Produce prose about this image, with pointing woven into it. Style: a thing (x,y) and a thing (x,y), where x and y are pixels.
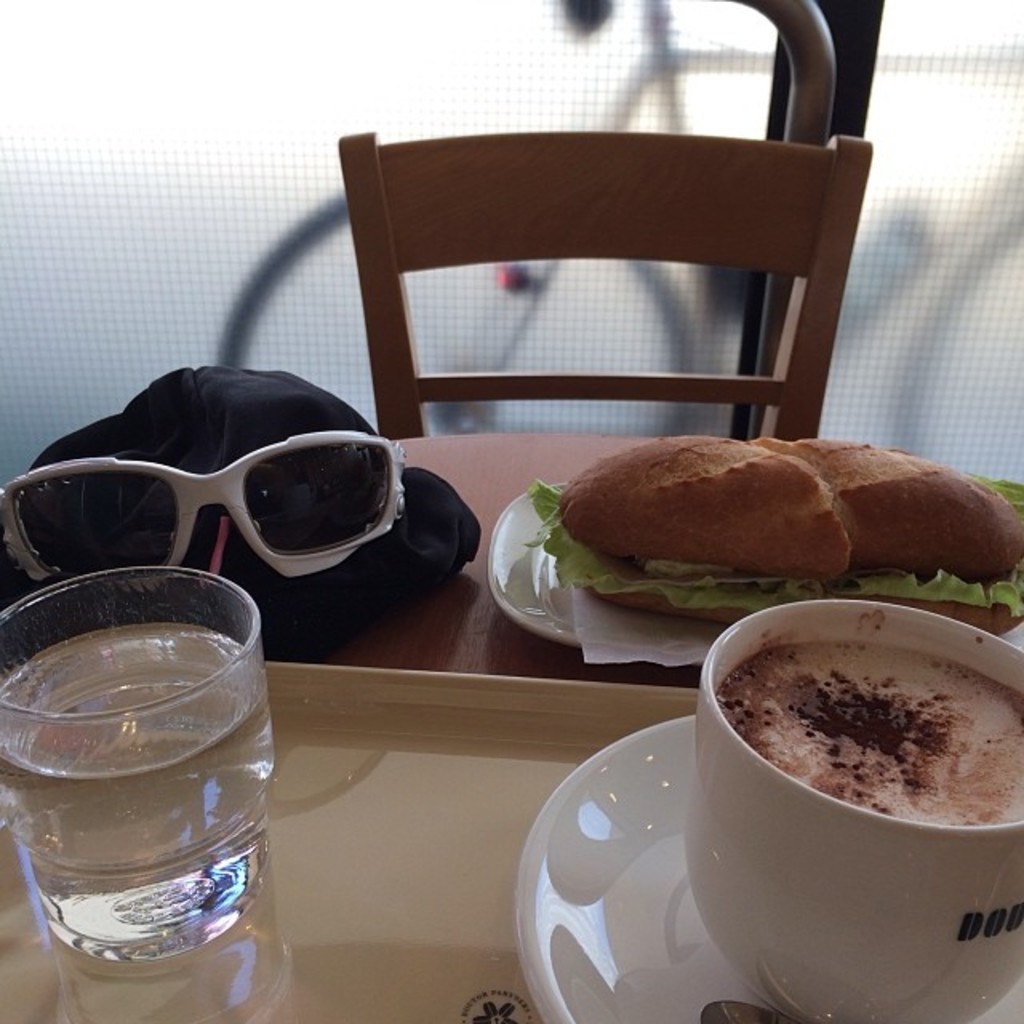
In this picture we can see cup (1012,823) with coffee (908,791) in it, saucer (652,882), glass (235,784) with water (235,773) in it this are placed on a tray (432,869) and beside to this we have goggle (314,472), sandwich (554,528) on plate (536,558) and this are on table (504,461) and beside to this we have chair (711,181), pipe (829,117).
